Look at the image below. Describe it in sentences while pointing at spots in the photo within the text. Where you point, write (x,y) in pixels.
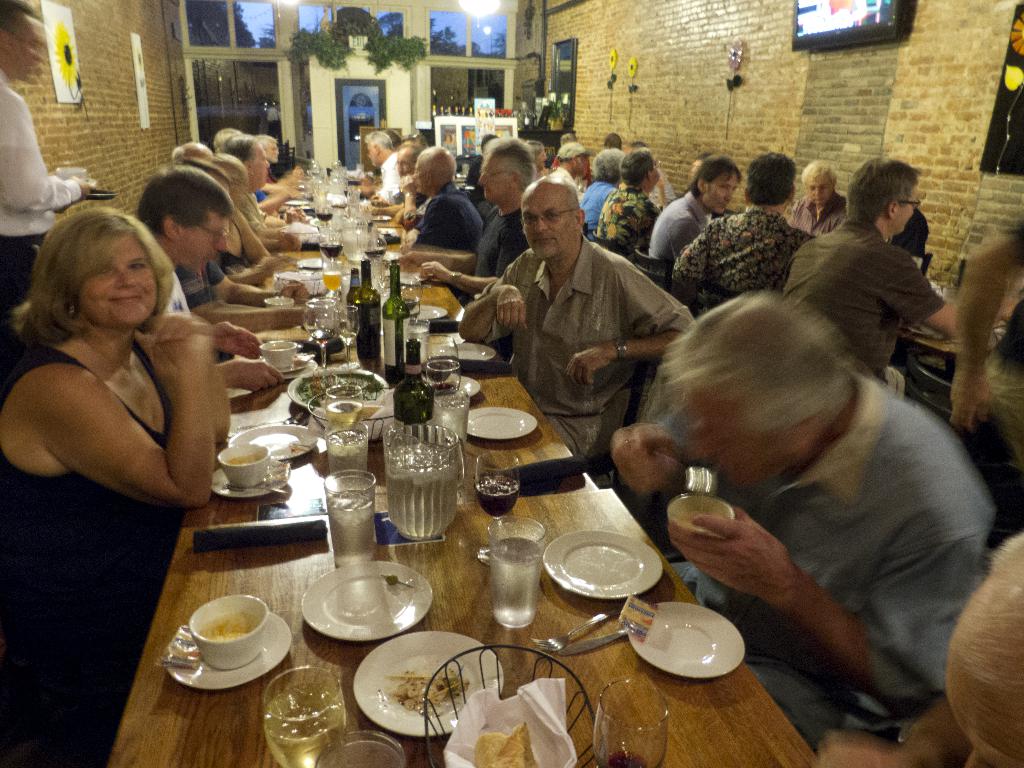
This picture is clicked inside a restaurant (121,123). There are many people (191,216) sitting on chairs (661,283) at the table (551,518). On the table (547,503) there are plates (350,624), bowls (253,630), baskets (441,668), glasses (353,537), wine bottles (413,410), wine glasses (329,235) and water jugs (430,494). To the left corner of the image (72,172) there is a man (34,182) standing and holding something in his hand (89,182). On the wall (112,114) there are posters (54,54) sticked. There is a television (812,37) on the wall (761,94). In the background (501,25) there is a door (376,106) and glass windows (240,96). Beside the door (345,96) there is a table (530,130) and bottles (550,115) are placed on it.
